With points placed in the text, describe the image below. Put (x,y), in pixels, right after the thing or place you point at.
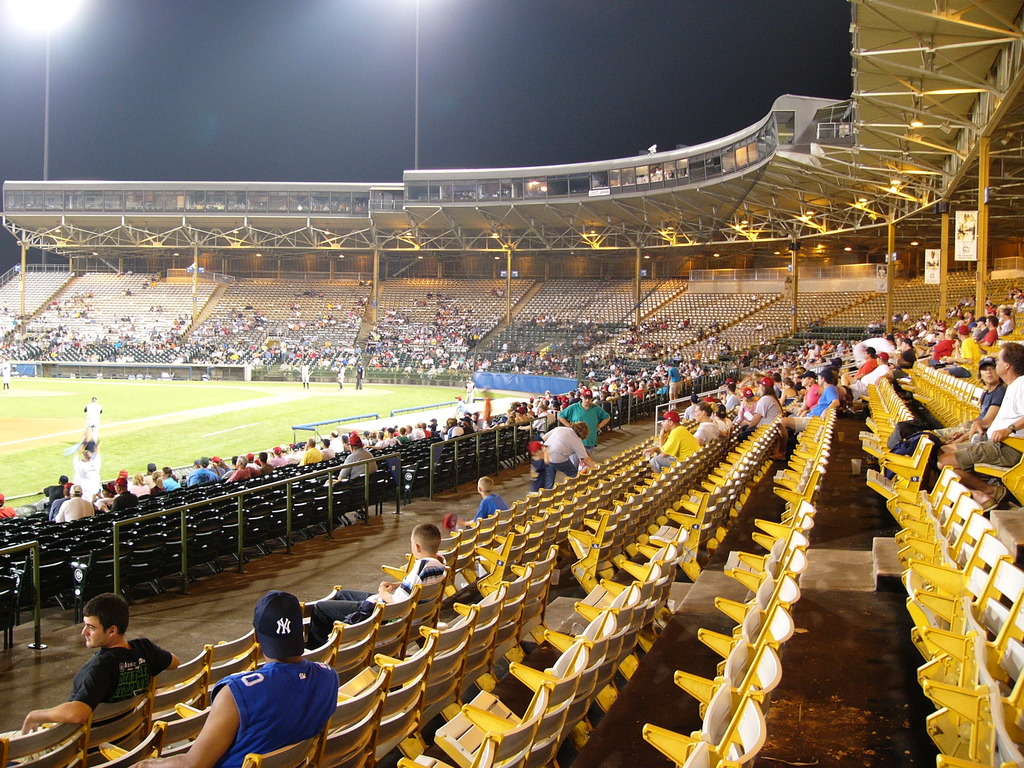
In this picture in the front (656,672) there are empty chairs (683,683) and in the center (568,450) there are persons (364,471) sitting and standing. In the background (397,323) there are empty chairs (303,336) and there are persons (472,346) sitting and standing and in the stadium (175,417) there are persons (86,416) playing. On the top (671,233) there are poles (417,102) and there are lights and there is a shelter (664,249).
